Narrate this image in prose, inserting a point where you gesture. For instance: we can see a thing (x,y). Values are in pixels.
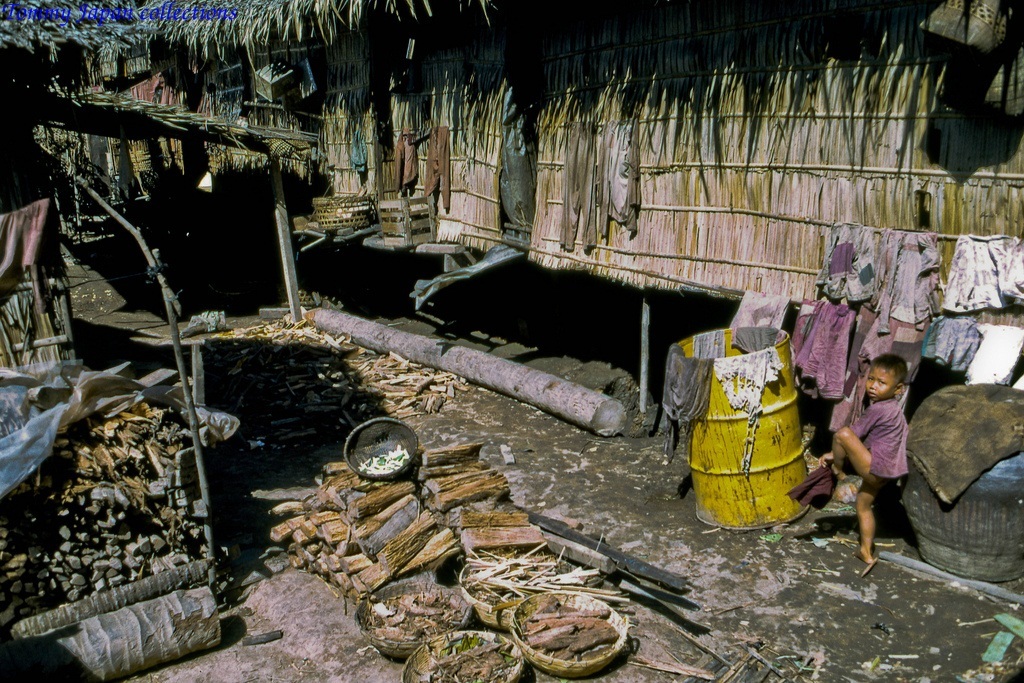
In this image, on the right (872,474), we can see a kid (874,443) and there are clothes (799,329), a drum (744,435) and a gunny bag (985,447) on the box (1005,506) and we can see huts (243,80), boxes (402,217), stands (369,234) and some clothes (730,369) which are hanging and there are wood logs (414,516) and some baskets (596,603) and sticks (238,364). At the bottom (766,588), there is ground (734,587) and at the top (80,15), we can see some text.
